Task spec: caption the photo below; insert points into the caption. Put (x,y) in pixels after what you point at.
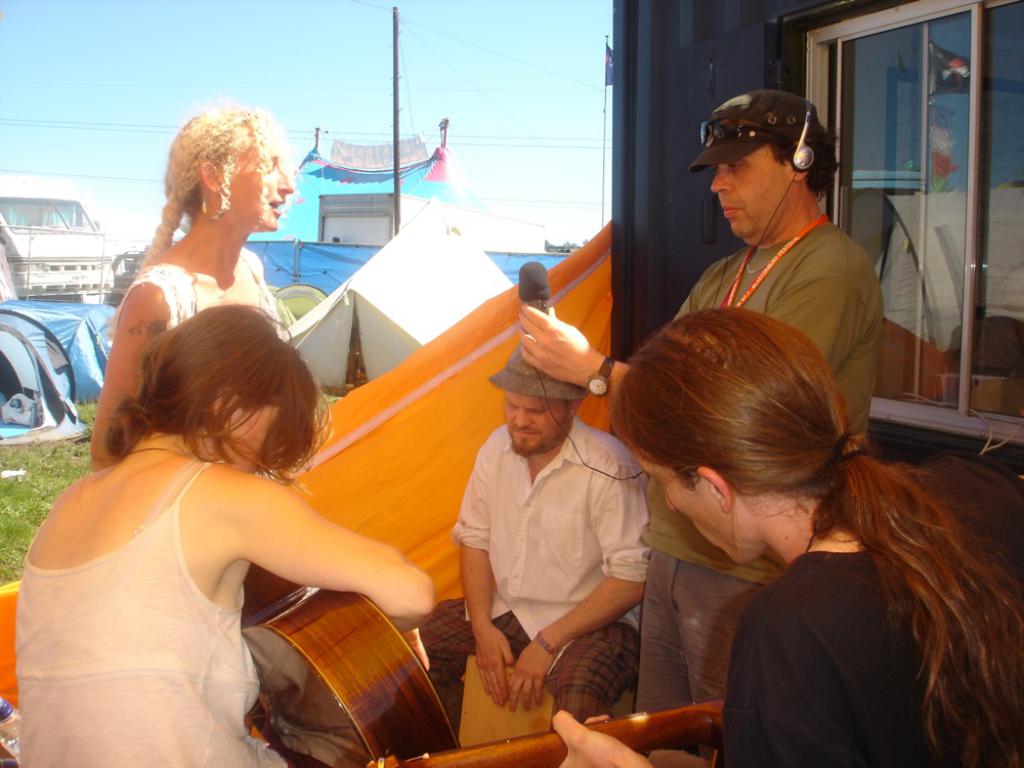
In this image I can see few people (494,582) are sitting and holding musical instruments (458,761) and few people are standing and one person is holding the mic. I can see few tents (406,193), few objects (419,148), pole (395,14), wires (308,138) and glass window (924,16).
